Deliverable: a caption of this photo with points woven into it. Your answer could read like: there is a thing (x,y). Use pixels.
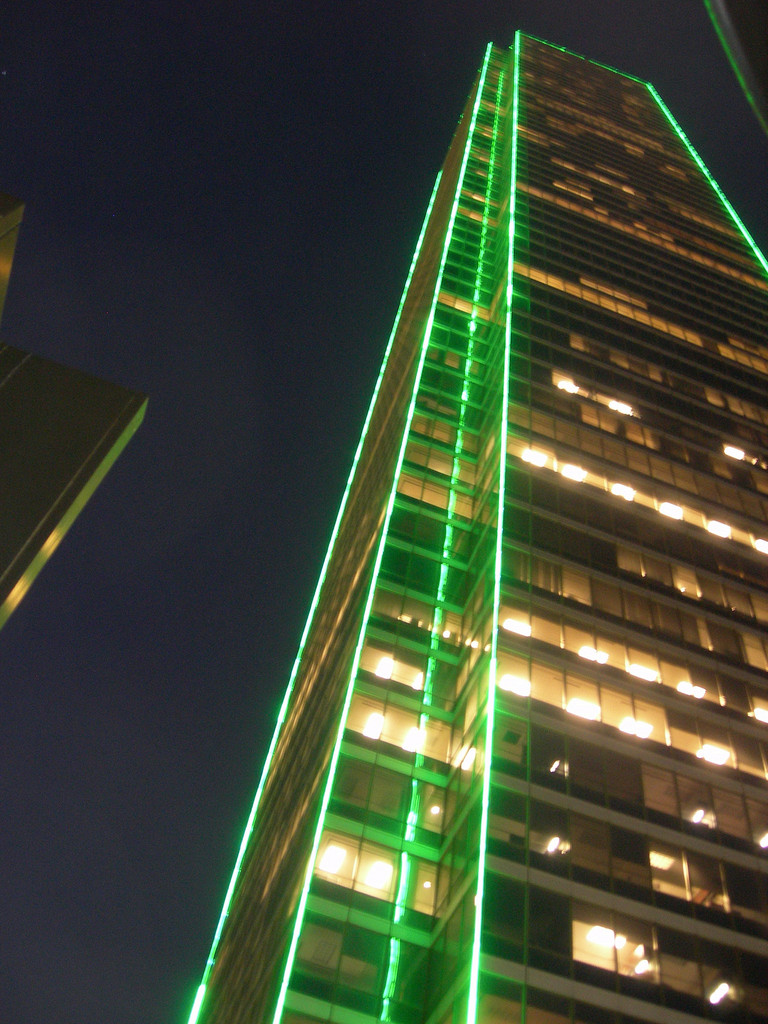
In this image there is a building (530,490) truncated towards the right of the image (640,430), there is a building (78,454) truncated towards the left of the image (44,456), there are lights (513,189) on the building (552,408), the background of the image (156,712) is dark.
